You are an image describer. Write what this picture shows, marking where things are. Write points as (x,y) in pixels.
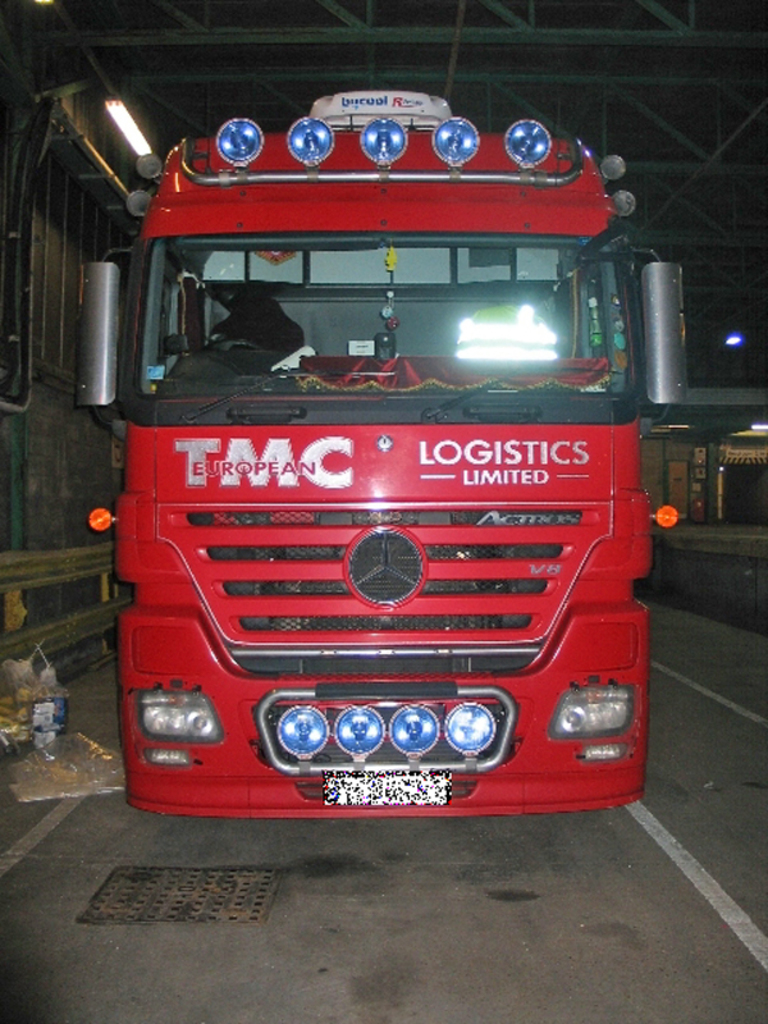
In this image we can see a red color vehicle (328,545) on the road (460,889). We can also see lights (137,133) in this image. At the top (713,325) there is roof (457,45) for shelter (619,22).
